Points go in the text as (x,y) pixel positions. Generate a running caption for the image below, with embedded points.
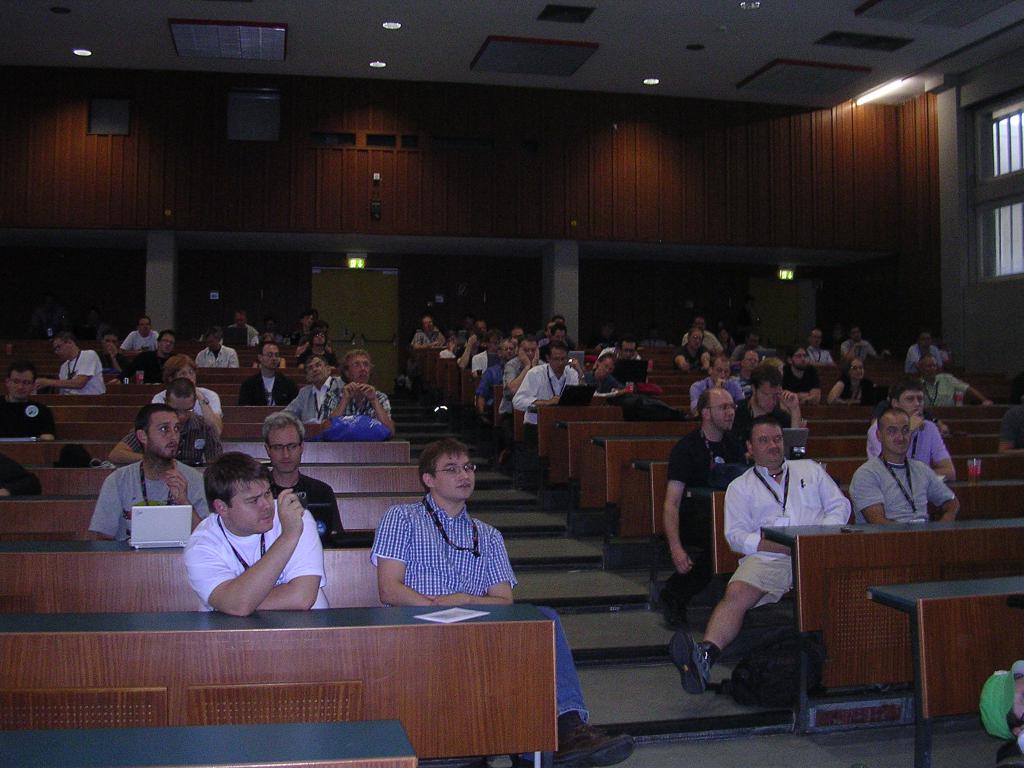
In this picture we can see a group of people (807,370) sitting on bench (962,432) and in front of them there is table (89,501) and on table (77,494) we can see laptop (585,393), clothes (655,398), glass (626,393) and in background (346,296) we can see door (373,294), light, wall (104,168), steps (645,687) in between them.
